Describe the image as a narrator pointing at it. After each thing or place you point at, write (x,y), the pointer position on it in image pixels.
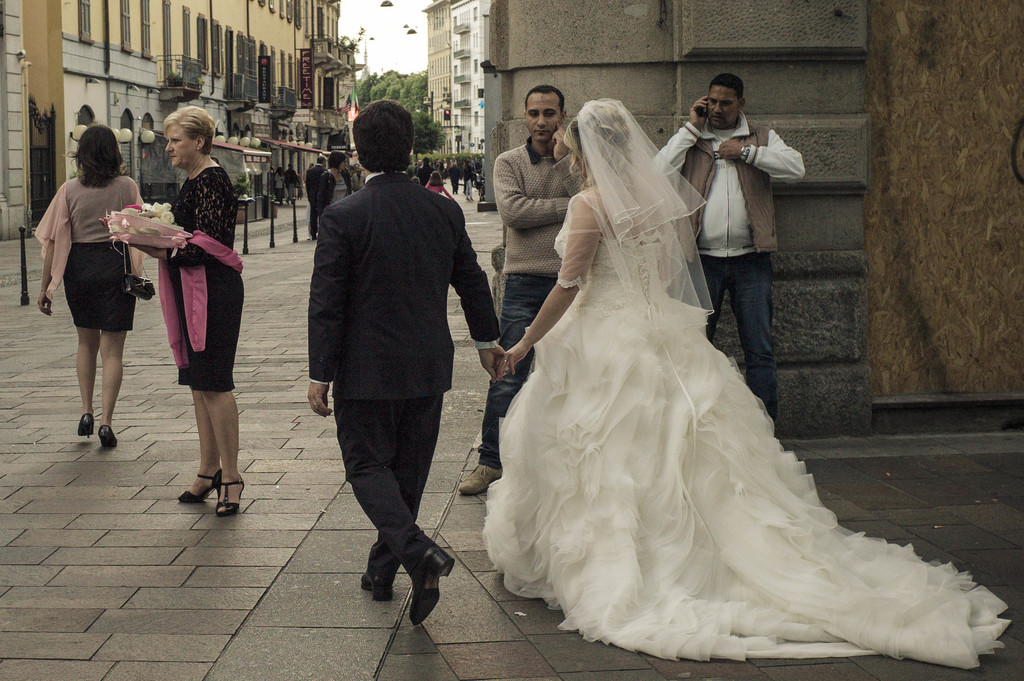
Here we can see few persons (635,367). There are trees (394,84), poles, traffic signal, lights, boards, and buildings (538,55). In the background (425,49) there is sky (363,20).
